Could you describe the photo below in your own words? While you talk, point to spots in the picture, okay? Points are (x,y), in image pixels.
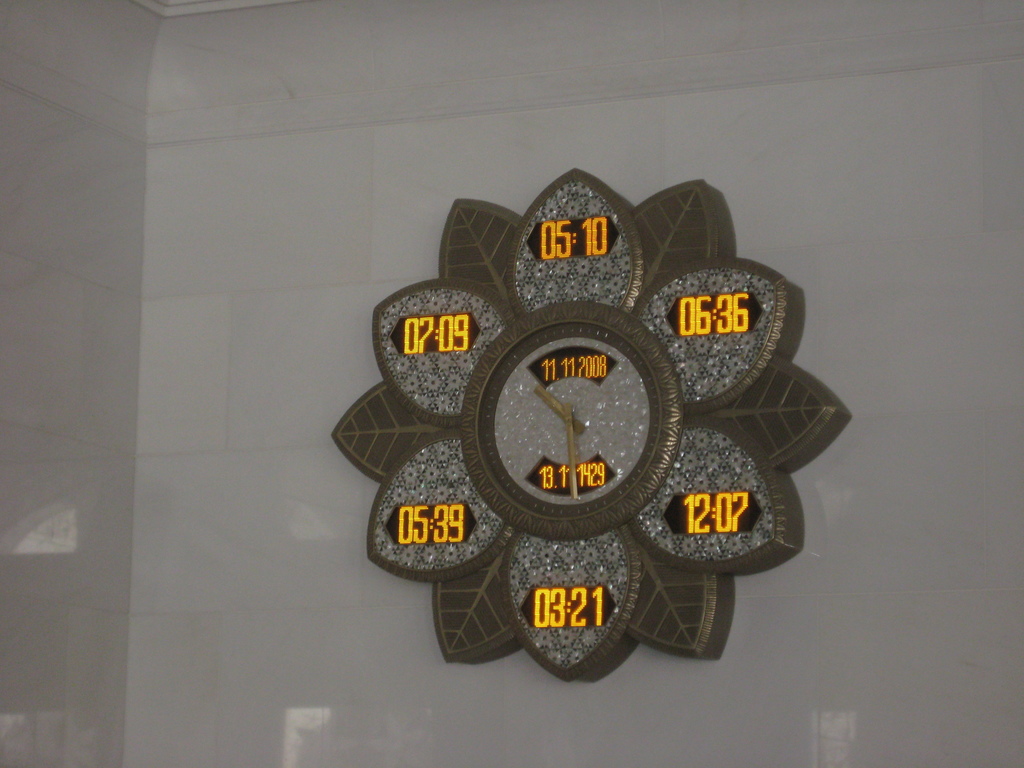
In this image we can see a clock (594,425) is attached to the white color wall (181,371).
